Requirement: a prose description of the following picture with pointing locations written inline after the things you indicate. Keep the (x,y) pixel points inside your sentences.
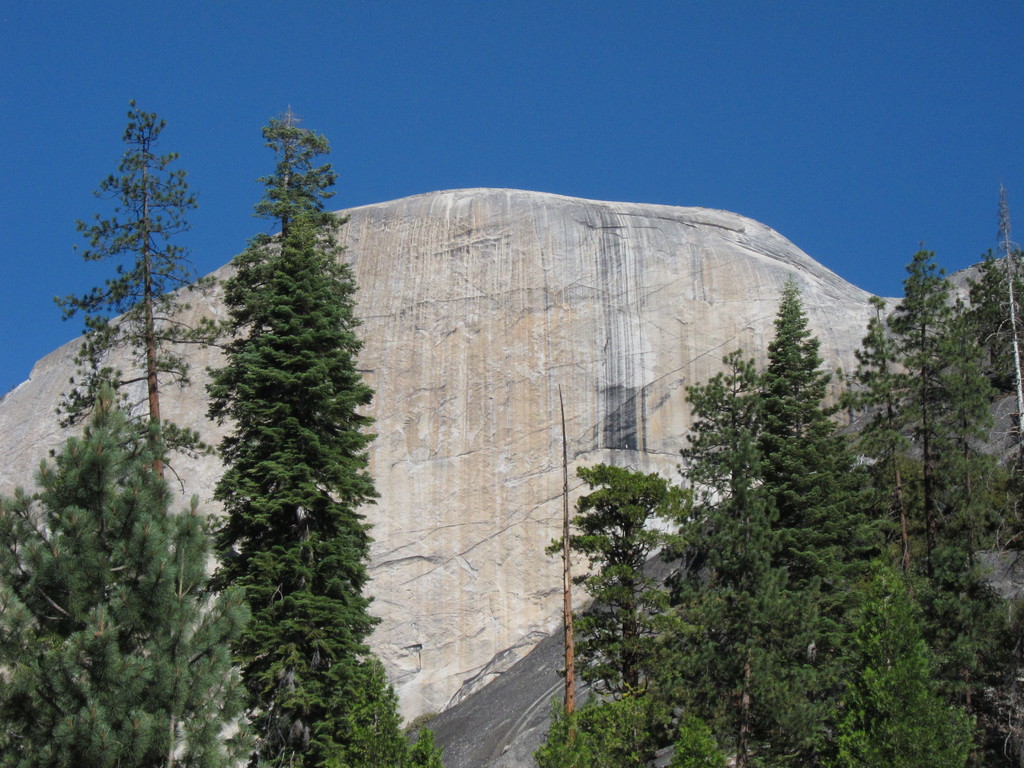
Here in this picture we can see trees (171,522) and plants (591,765) present all over there and behind them we can see a big rock stone (11,404) present over there.
